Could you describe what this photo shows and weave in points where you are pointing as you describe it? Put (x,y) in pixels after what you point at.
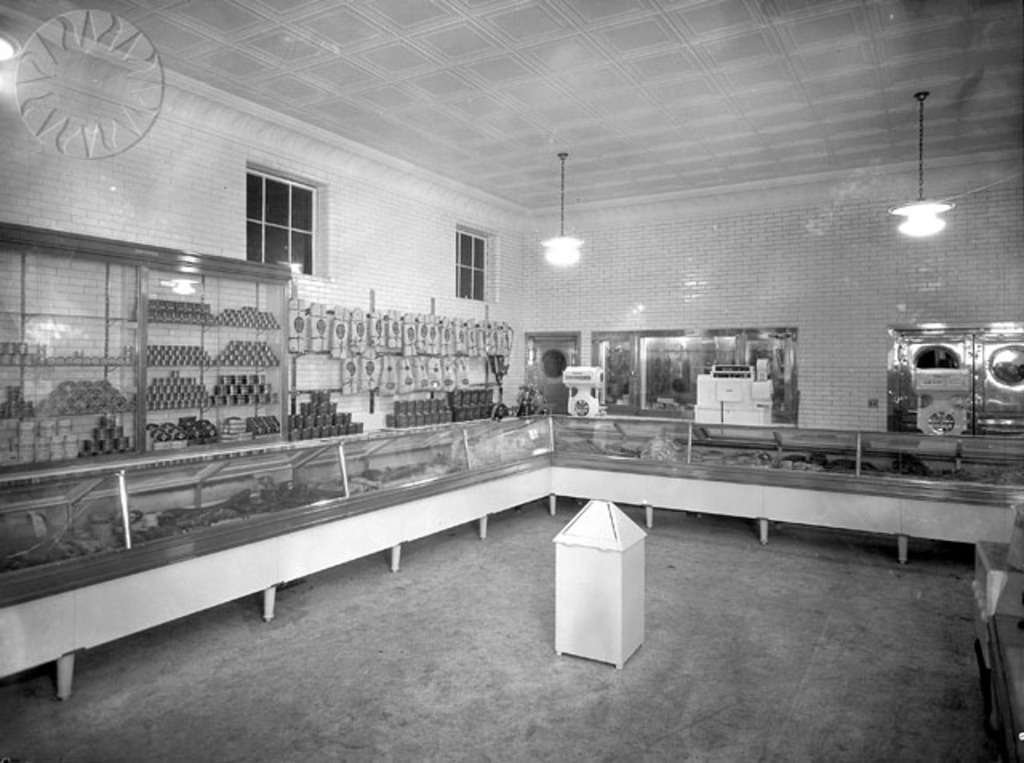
This is the black and white image. I think these are the display counters (552,445). I can see the objects (181,386) and things (474,352), which are kept in the racks (197,374). These look like the machines (743,389). I can see the lamps (562,209) hanging to the ceiling (734,64). These are the windows (282,233) with the glass doors (274,219). At the bottom of the image (668,579), I can see the floor (740,635). I think this is the watermark (54,71) on the image.
